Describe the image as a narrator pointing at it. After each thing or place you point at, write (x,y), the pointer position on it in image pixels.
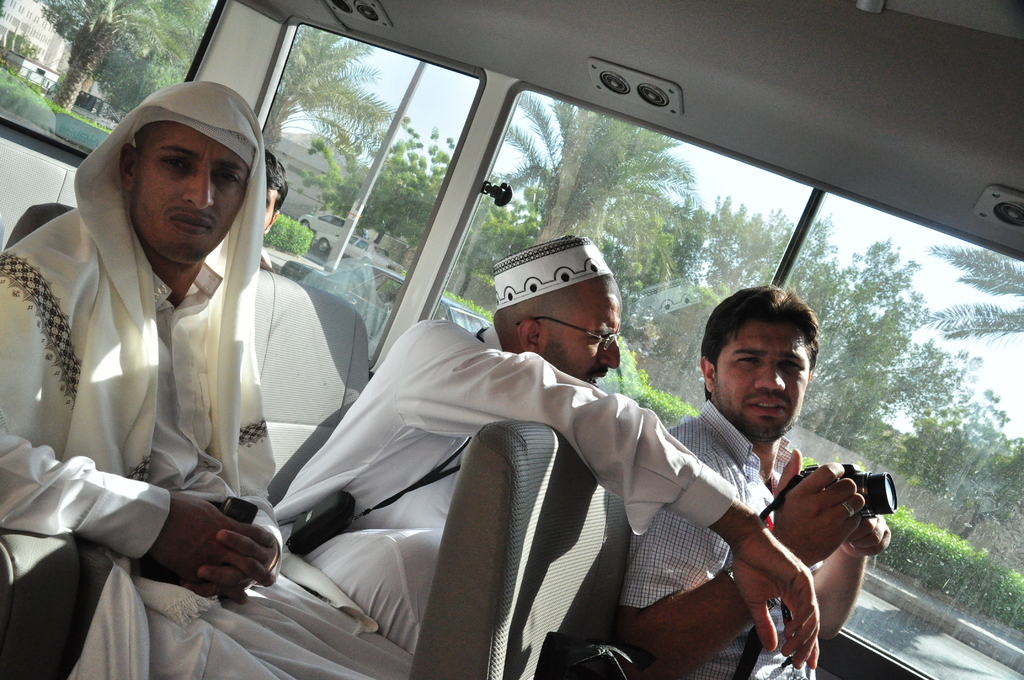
In this picture there are three people (265,204) sitting inside the vehicle (513,443) and there is a man (727,557) sitting and holding the camera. At the back (64,51) there are buildings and trees (78,82) and there are vehicles (327,271). At the top (354,84) there is sky (468,106). At the bottom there is a road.
